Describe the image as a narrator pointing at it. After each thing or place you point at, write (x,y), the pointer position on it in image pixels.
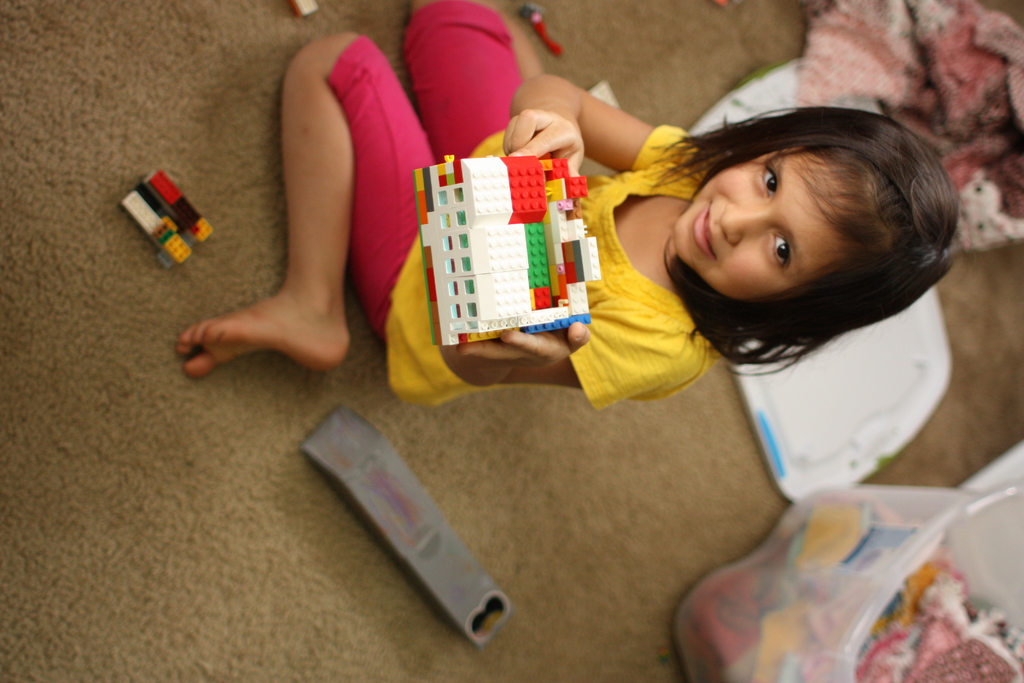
As we can see in the image, there is a girl (687,220) sitting. She is wearing a yellow color dress (610,369) and holding a building block (506,257) in her hand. There is a smile (713,254) on her face (764,252).
